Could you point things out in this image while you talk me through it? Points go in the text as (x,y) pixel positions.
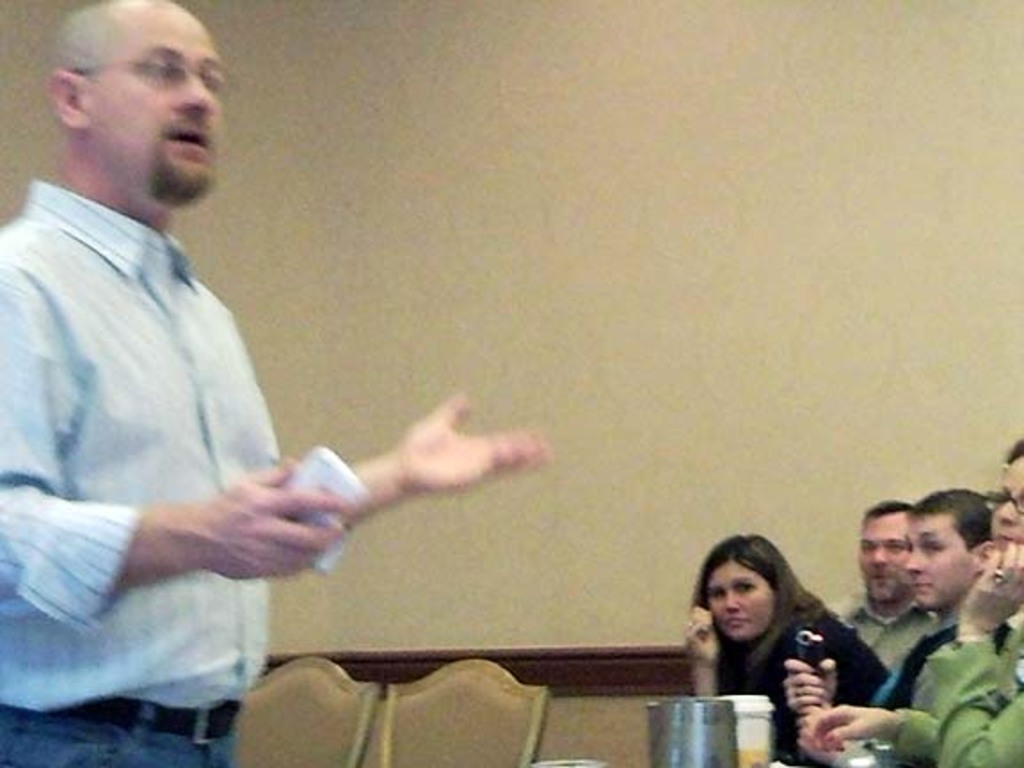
In this image we can see a person (106,492) wearing white color shirt (73,551), blue color jeans (112,728) standing and holding some object (322,514) in his hands (295,553), on right side of the image (1023,498) there are some group of persons (900,730) sitting on chairs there are some objects (738,721) in front of them and in the middle of the image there are two chairs (327,701) and in the background of the image (586,308) there is a wall (473,286).
